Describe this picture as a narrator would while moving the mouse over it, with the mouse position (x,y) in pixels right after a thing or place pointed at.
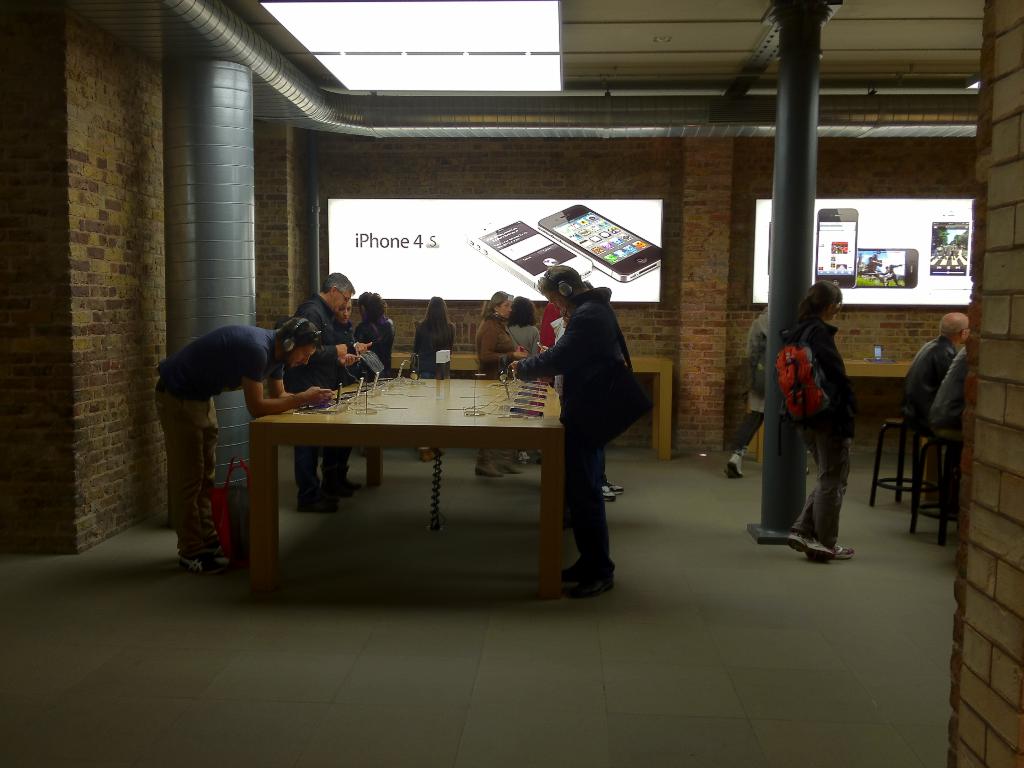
The picture is taken inside a closed room (349,656) where so many people (216,365) are standing in front of the table (434,439) and checking the phones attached to the table (389,400) and behind them there are screens (340,244) and there are walls (684,373) on the right corner (959,319) there are two people (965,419) sitting on the chairs (915,478) and one person (819,490) is standing and wearing a bag (807,416) and there are big brick walls (823,157) in the room (148,331).
